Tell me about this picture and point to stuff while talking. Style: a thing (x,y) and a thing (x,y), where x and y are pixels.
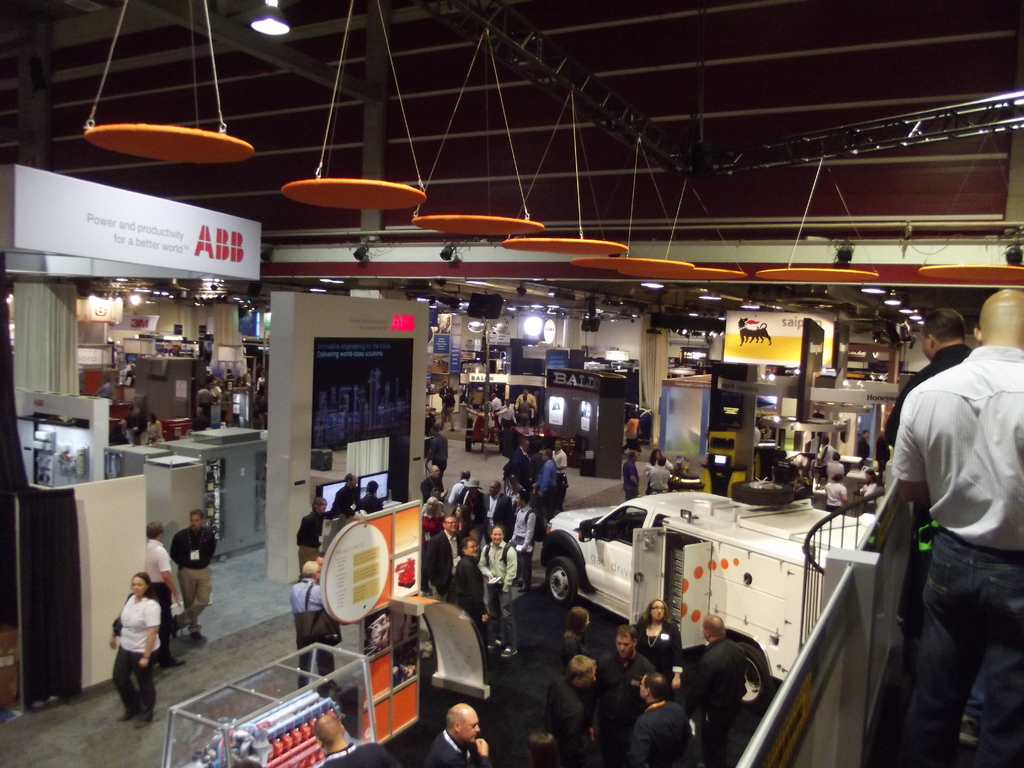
In this picture I can see the inside view of a building (684,134) and I see number of stalls (598,400) in the middle of this picture (347,354) and I see number of people (530,407) and I see vehicle (696,587). In the background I see the lights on the ceiling (213,15).
